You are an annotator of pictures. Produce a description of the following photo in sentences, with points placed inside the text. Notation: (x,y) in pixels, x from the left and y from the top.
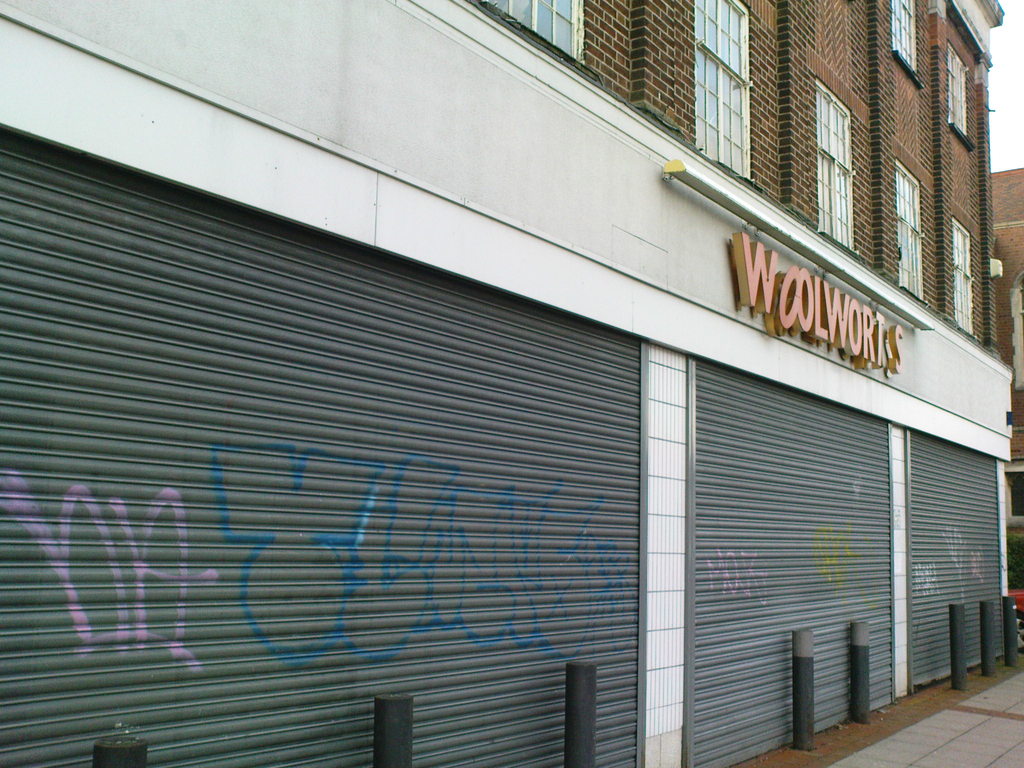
In this image there are buildings (973,90) and shutters (791,510). We can see a board (890,349). In the background (1001,87) there is sky (1007,125).
